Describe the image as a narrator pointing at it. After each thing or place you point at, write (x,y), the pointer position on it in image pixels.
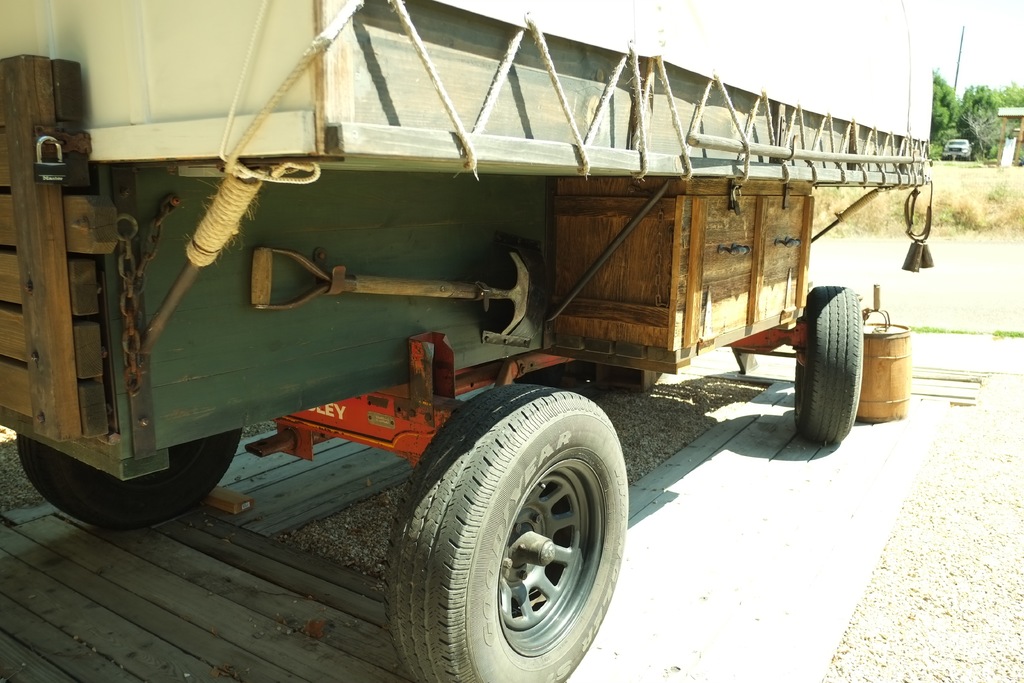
In this image we can see the vehicle (599,441) and also some object (886,382) on the path (768,409). We can also see the road (942,275), land (980,220), grass (969,214), trees (973,97) and also a car (962,150) in the background (992,158). Sky (975,60) is also visible.
